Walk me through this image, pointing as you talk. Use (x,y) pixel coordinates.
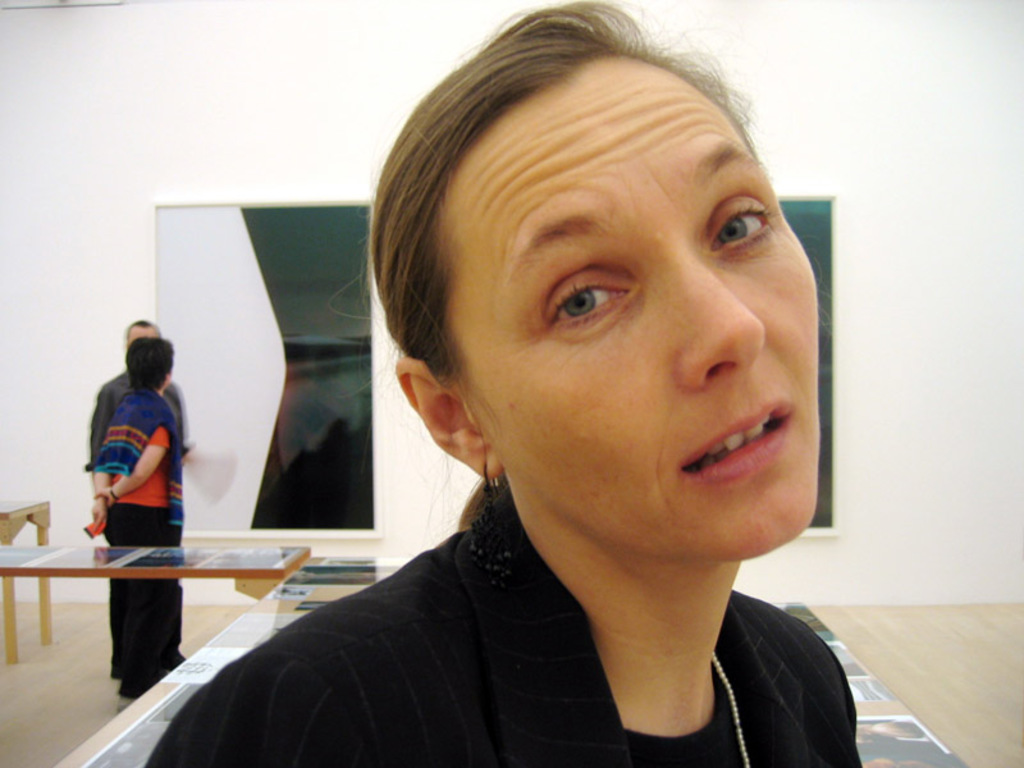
This woman (541,560) is giving pose. Far these persons (168,416) are standing. We can able to see tables (278,619), on tables (251,638) there are pictures (179,550).
